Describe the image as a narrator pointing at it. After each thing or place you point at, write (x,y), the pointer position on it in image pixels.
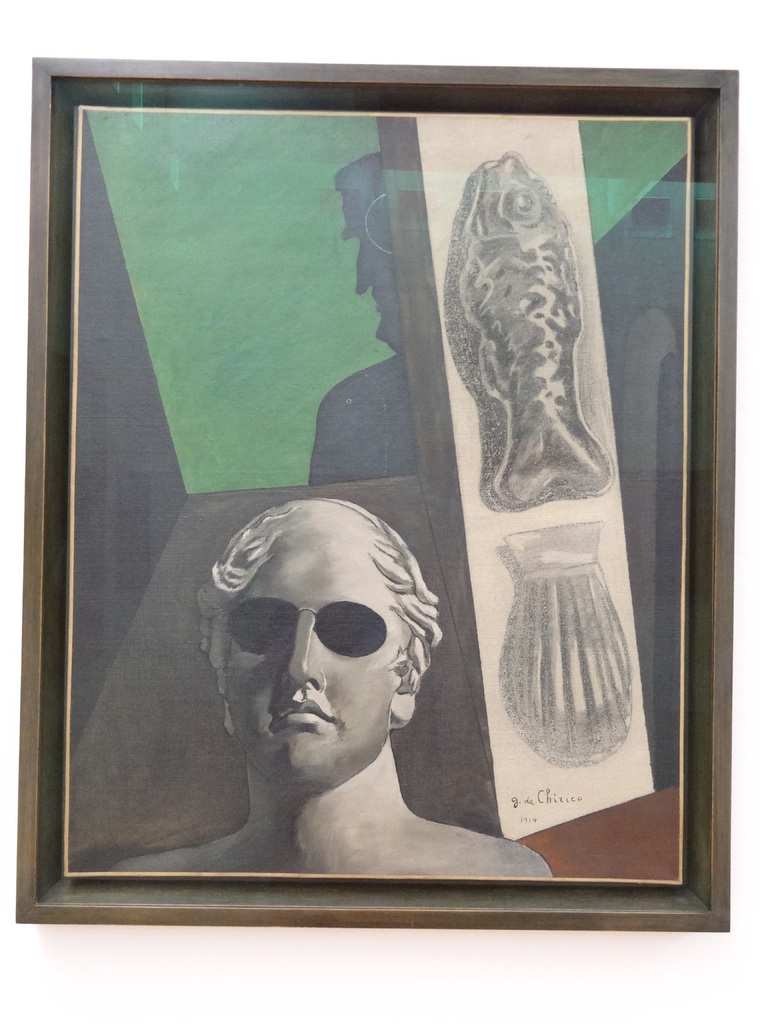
In this picture we can see a photo frame (355,513).
